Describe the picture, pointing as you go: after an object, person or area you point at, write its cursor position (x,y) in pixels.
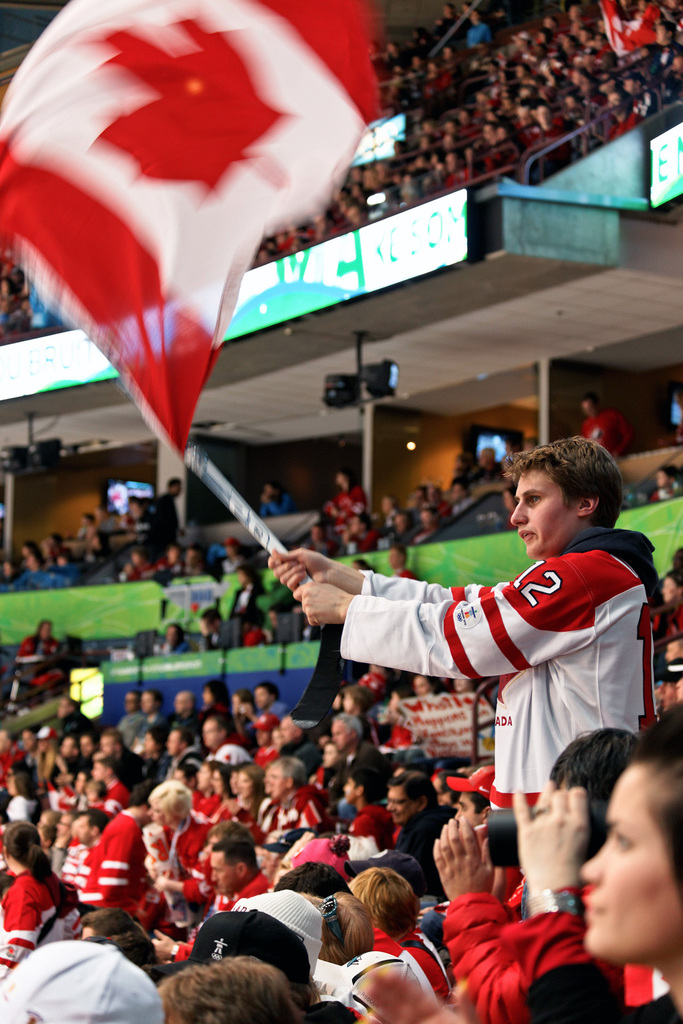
In this image there are many people (356,823) sat at the audience place (379,820) and watching. A boy (621,675) is standing and holding the flag (299,37).
